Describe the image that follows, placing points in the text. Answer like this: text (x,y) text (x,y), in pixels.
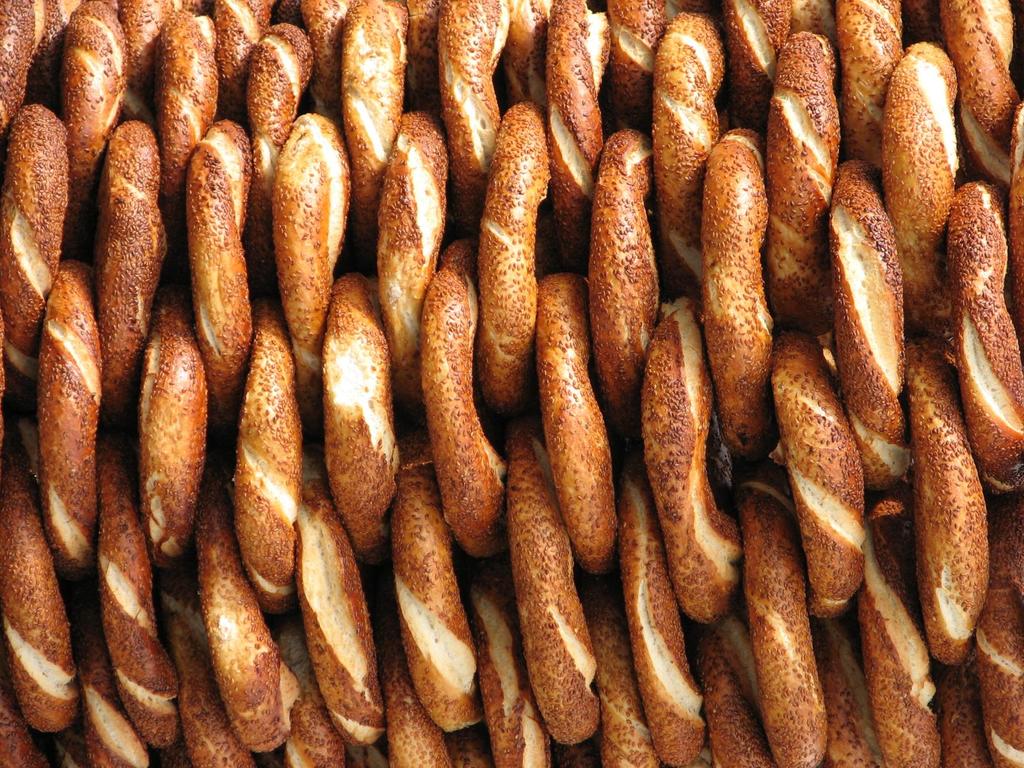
In this image I can see the food items (333,403) which are in brown and cream color.
